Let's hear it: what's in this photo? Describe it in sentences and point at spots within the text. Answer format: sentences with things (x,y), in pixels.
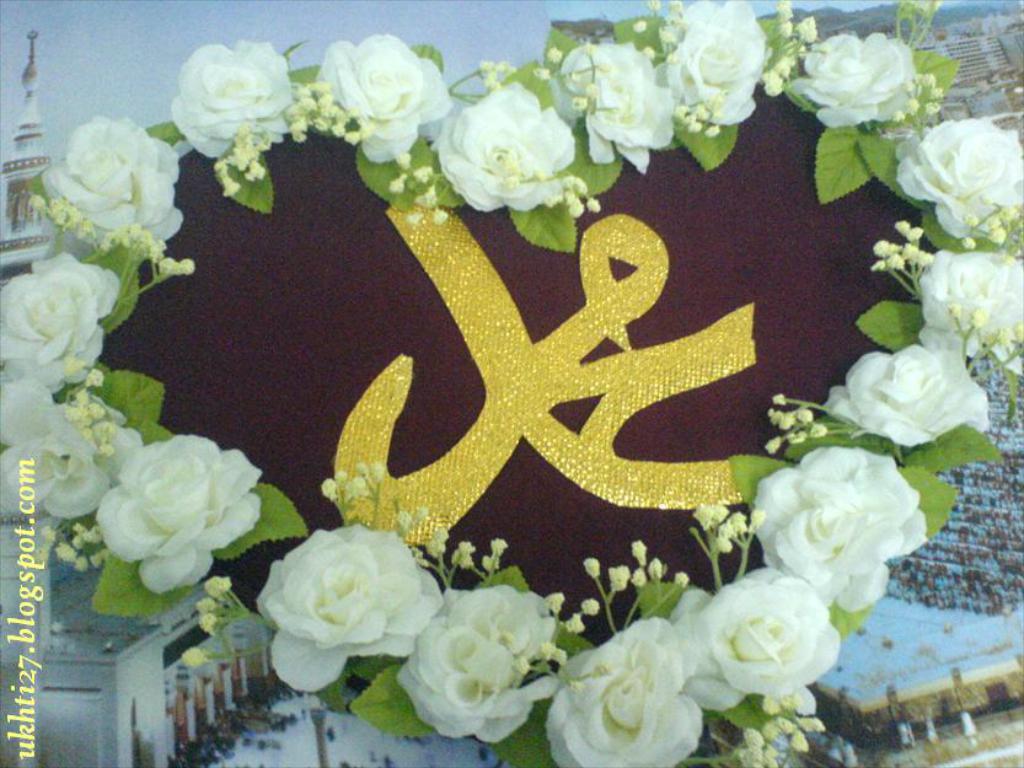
In the foreground of this image (521,298), there is a heart shape like an object (332,511) and flowers (550,182) around it. In the background (153,48), it seems like a poster (187,45).
